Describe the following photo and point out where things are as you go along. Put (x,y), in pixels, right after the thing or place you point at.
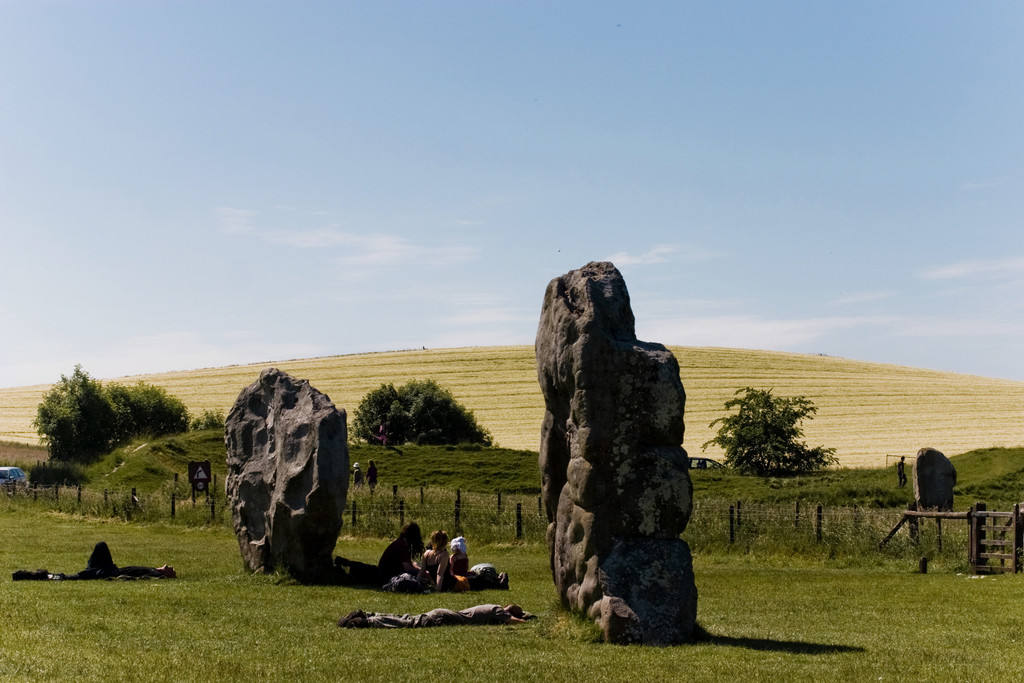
As we can see in the image there are rocks (274,448), few people (422,615) here and there, grass (774,577), trees (424,439) and sky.
